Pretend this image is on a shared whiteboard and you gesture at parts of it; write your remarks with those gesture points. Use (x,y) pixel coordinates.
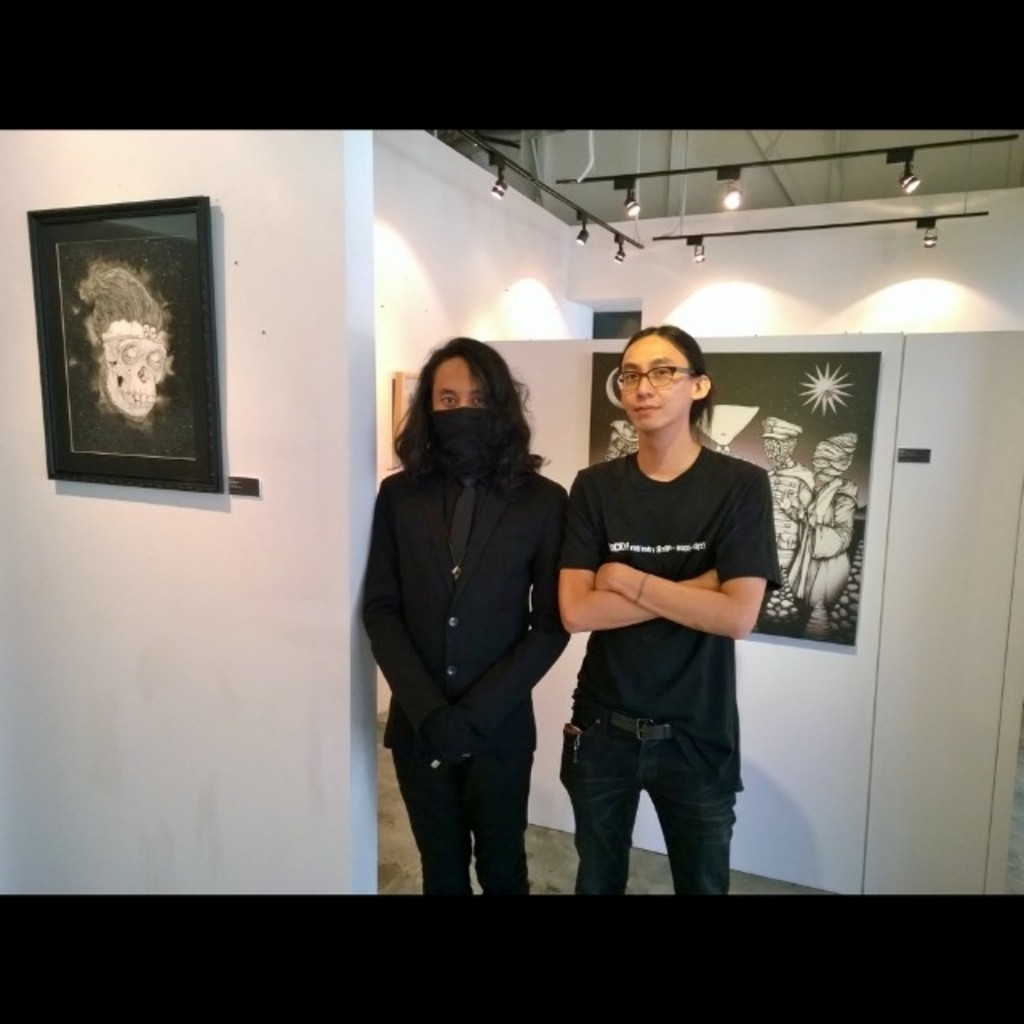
In the picture there are two people (558,562), the first person (440,558) is hiding the face (449,424) under a mask (449,424) and both of them are wearing black dress (563,556), there are two photos (175,329) attached to a white background (339,381) in that room (561,178) and there are many lights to the roof (637,161).
